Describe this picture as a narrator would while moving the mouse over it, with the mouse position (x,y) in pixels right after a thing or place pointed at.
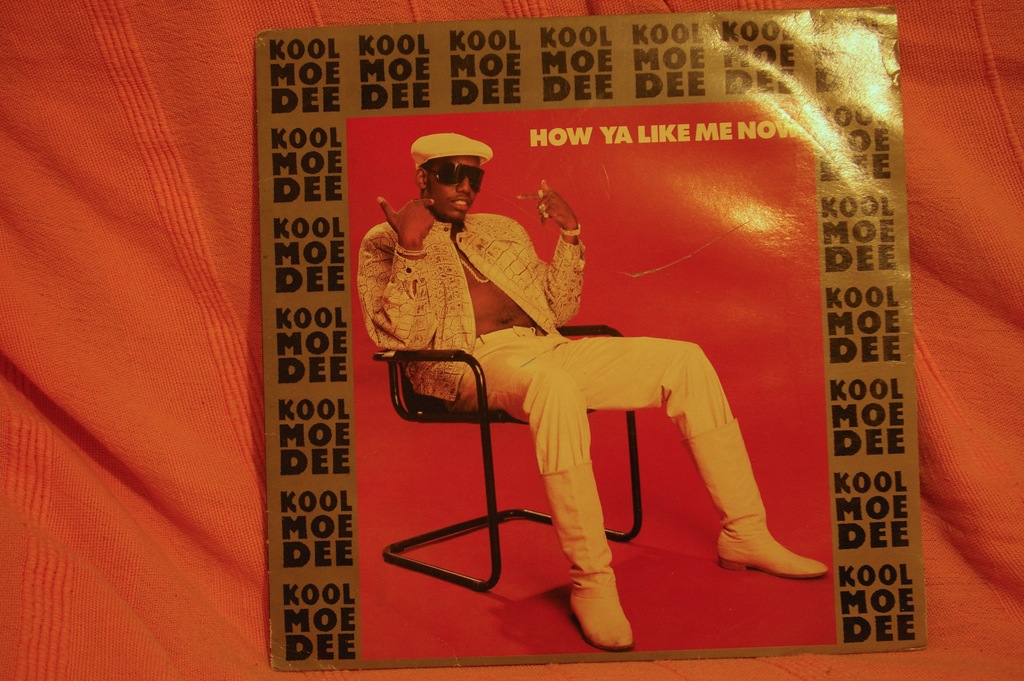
It is looking like a poster. Here I can see a man (492,408) sitting on the chair (477,411). In the background (167,330) I can see a red color cloth (72,353). The person (437,294) is wearing white color dress (468,323) and cap (439,151) on his head (420,180).
